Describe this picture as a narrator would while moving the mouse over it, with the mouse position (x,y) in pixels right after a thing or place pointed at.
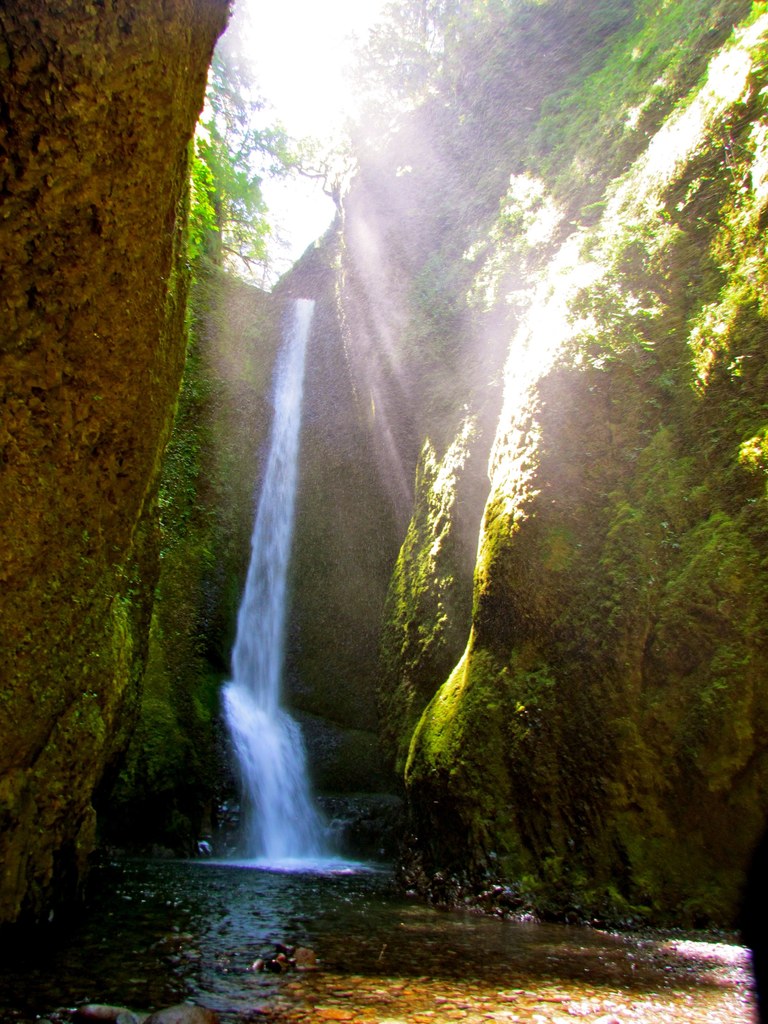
In this picture I can see water fall (231,727), rocks (481,642), trees (239,190), sky (289,209) and the sunlight (579,313) falling on the rocks (526,502).
